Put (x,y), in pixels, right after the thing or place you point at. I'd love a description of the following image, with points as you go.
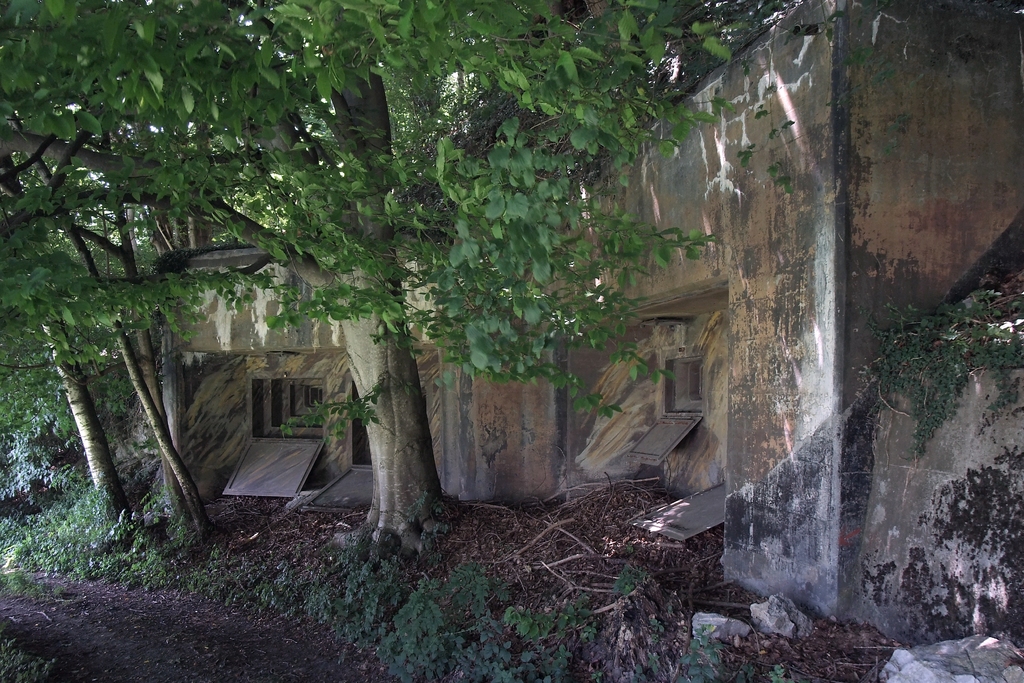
In this image, there are a few trees (425,499). We can see the ground (825,653) and some plants (491,582). We can see some rocks (934,671). We can see the wall (774,389) with windows (697,381). We can also see some metal objects (293,491).
